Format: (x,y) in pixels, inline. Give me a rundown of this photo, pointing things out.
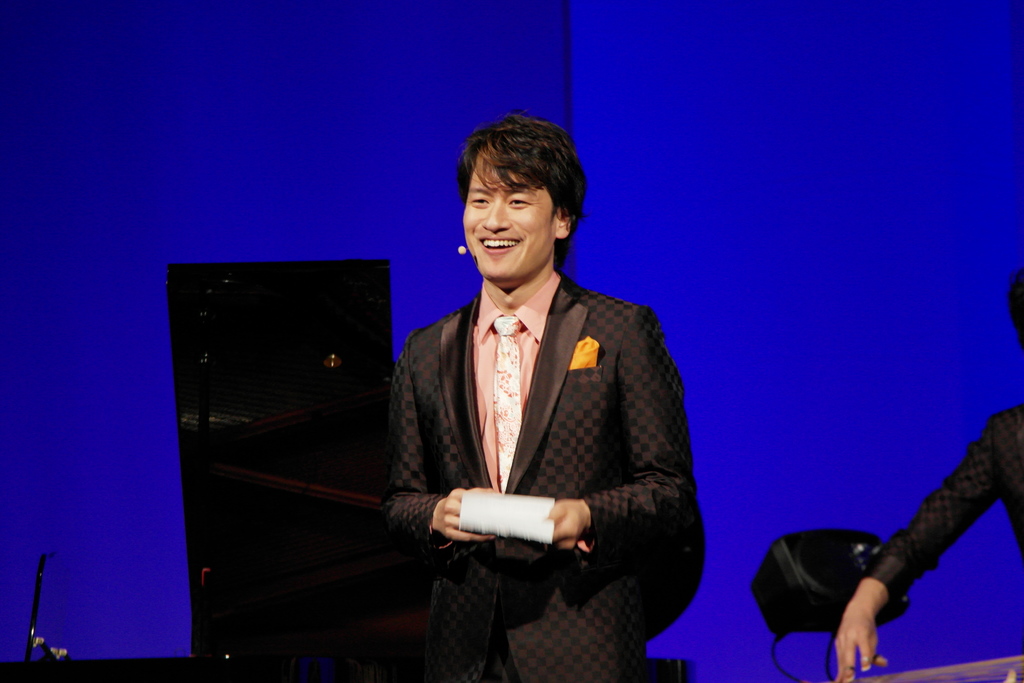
A person (511,455) is standing wearing a suit (517,487) and holding some object (528,512) in his hand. There is a hand (855,651) of a person (953,481) on the right (953,481). There is a blue background (996,565).
